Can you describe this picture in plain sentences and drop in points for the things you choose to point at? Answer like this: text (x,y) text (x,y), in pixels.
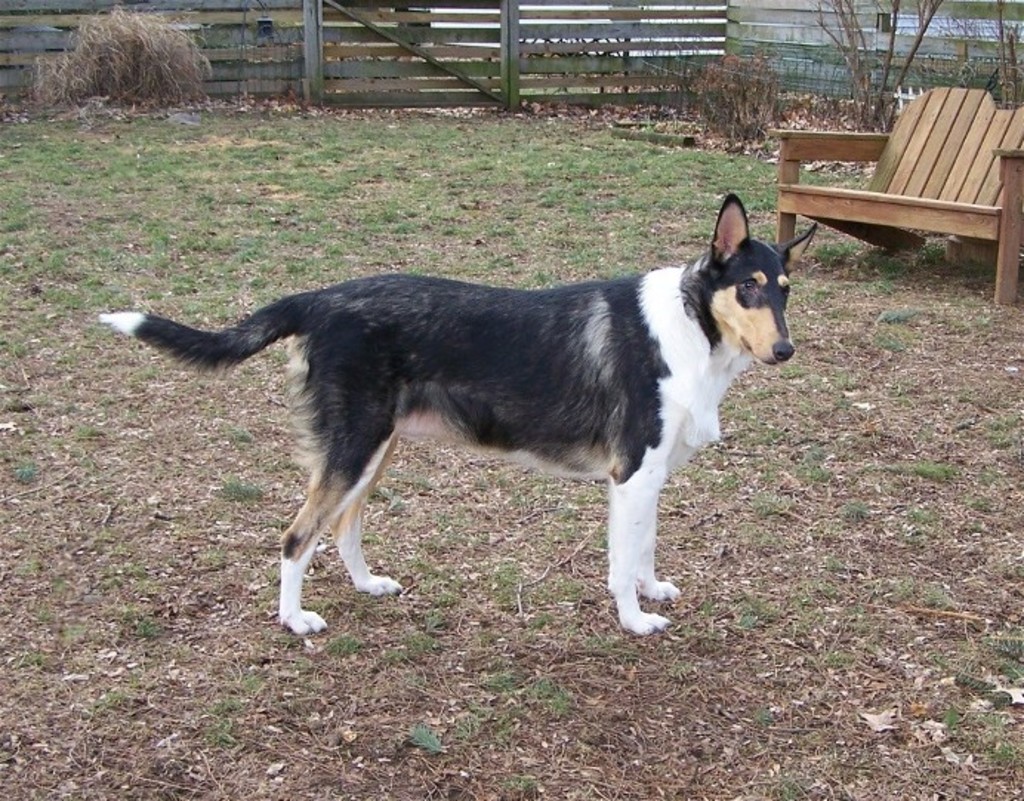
In the image we can see dog (288,541) is standing on the ground (491,717) and beside the dog (687,303) there is a bench (914,183) and at the back (663,24) there is a fencing (511,39).
